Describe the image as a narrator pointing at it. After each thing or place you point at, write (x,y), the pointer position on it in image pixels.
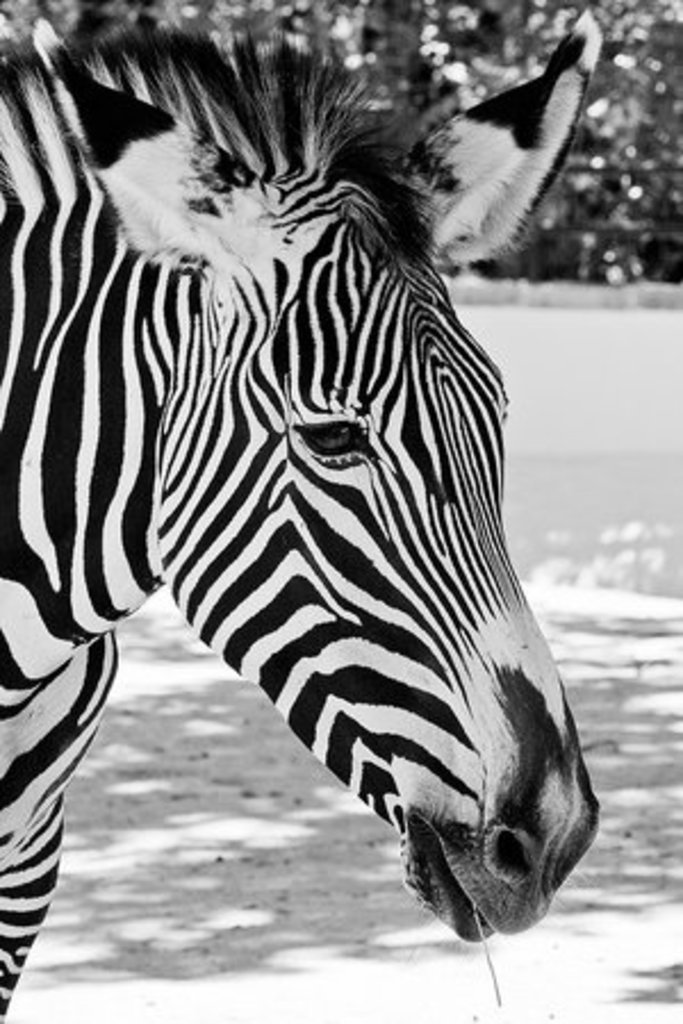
This is a black and white image. In the foreground of the image (0,518) there is a zebra (0,518). In the background of the image (351,32) there are trees (557,39).
